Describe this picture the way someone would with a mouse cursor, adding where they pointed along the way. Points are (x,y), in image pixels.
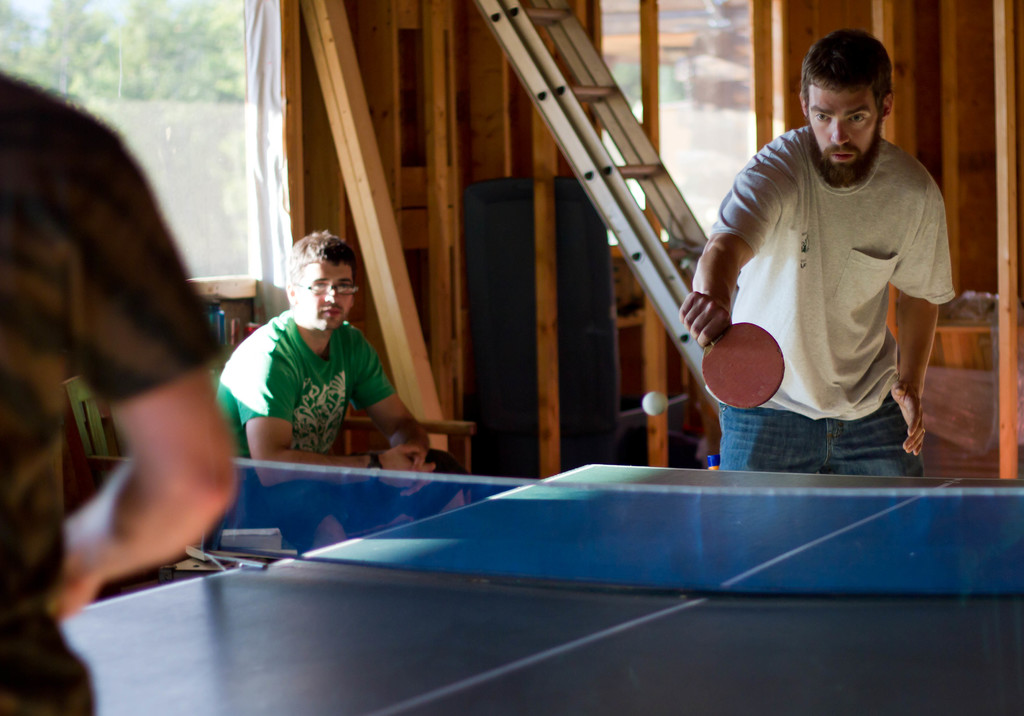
In this image there is a person (831,239) with white t-shirt (850,289) is holding red bat (711,354) and playing table tennis and there is a person (298,364) with green t-shirt (260,357) is sitting. At the back (675,313) there is a ladder (666,302) and window (725,90).
